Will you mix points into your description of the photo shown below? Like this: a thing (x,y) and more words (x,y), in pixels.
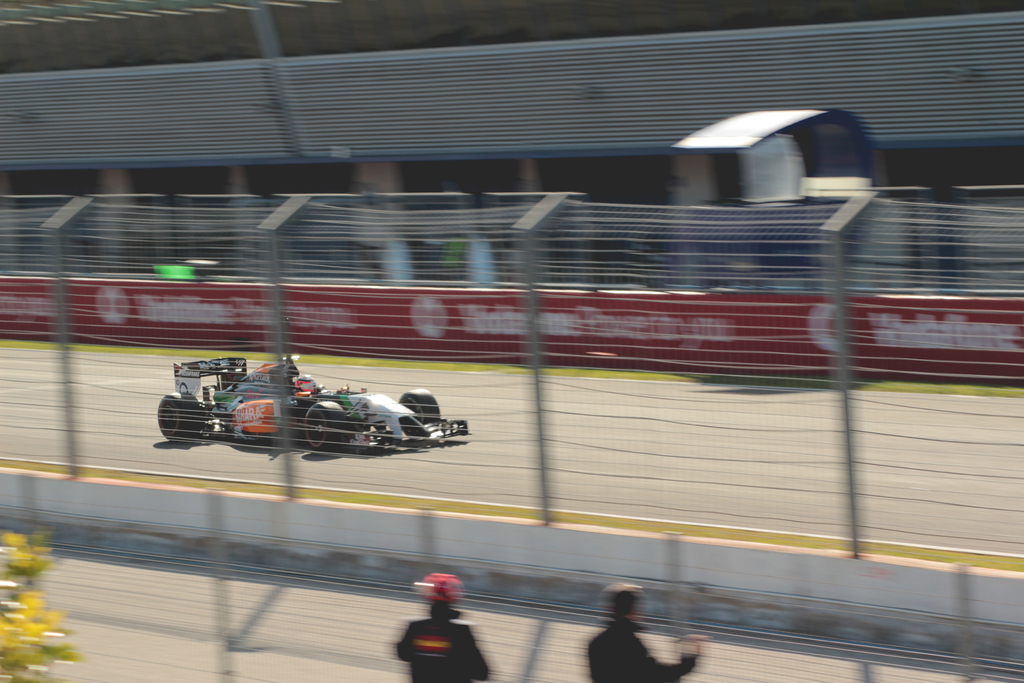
In this image there is a race car (297,398) moving on a race track (866,466). In the foreground (290,498) there is a fencing (844,380) on the wall (396,522). At the bottom (626,635) there are two men (609,635) standing. In the background (520,279) there is a building (429,138). In front of the building (162,181) there are boards (783,321) with text (319,310). In front of the boards (149,325) there's grass (261,359) on the ground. In the bottom left (19,546) there are leaves (24,600) of a tree (25,619).
